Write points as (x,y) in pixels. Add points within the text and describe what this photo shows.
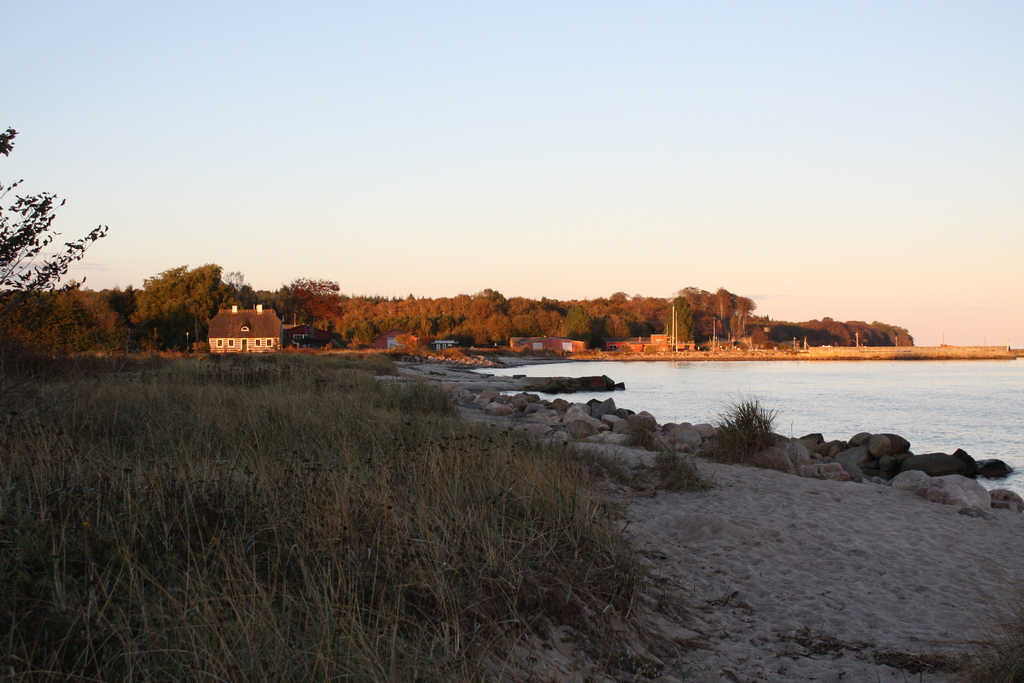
In this image there is a grassland (254,426), in the background (211,304) there are trees (646,328), houses (627,346) on the right side (836,388) there is a lake (951,368) and a sky (255,199).
